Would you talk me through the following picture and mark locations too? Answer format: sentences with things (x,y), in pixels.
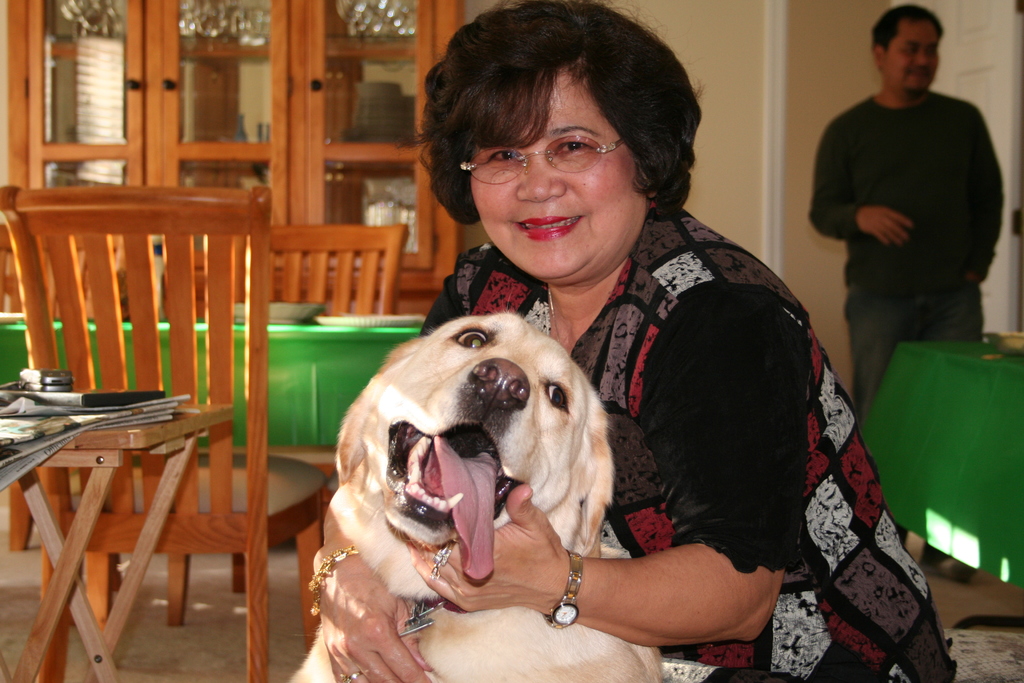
In this image in the center (578,377) the woman (653,523) is holding a dog (475,551) having a smile on her face (542,227). At the right side (903,429) there is a table (1001,417) covered with a green colour cloth (981,436). On the left side (178,359) there are two chairs (265,297) and a table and a paper (64,423) on the table (125,438). In the background (289,114) there is a shelf cupboard (277,106). On the right side (907,122) the man (923,148) is standing and he is having a smile on his face (914,70).
